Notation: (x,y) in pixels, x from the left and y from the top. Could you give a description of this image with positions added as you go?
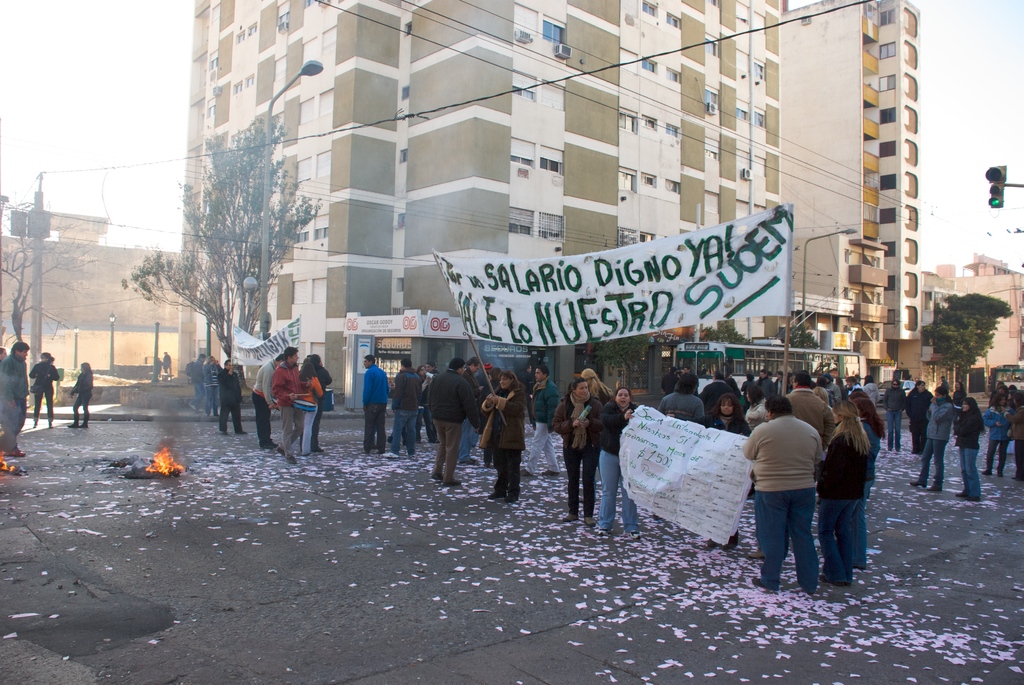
In this image we can see few people (839,456) standing on the road (443,577) and holding banners (617,302), there are few papers (740,593) and fire (156,472) on the road (353,507), there are street lights (75,344), a pole (37,270) with black color object (37,221) and wires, buildings (990,267), trees (967,303) near the buildings (990,282) and a bus (812,355) in front of the building (1020,351) and the sky (143,90) in the background (169,70).
